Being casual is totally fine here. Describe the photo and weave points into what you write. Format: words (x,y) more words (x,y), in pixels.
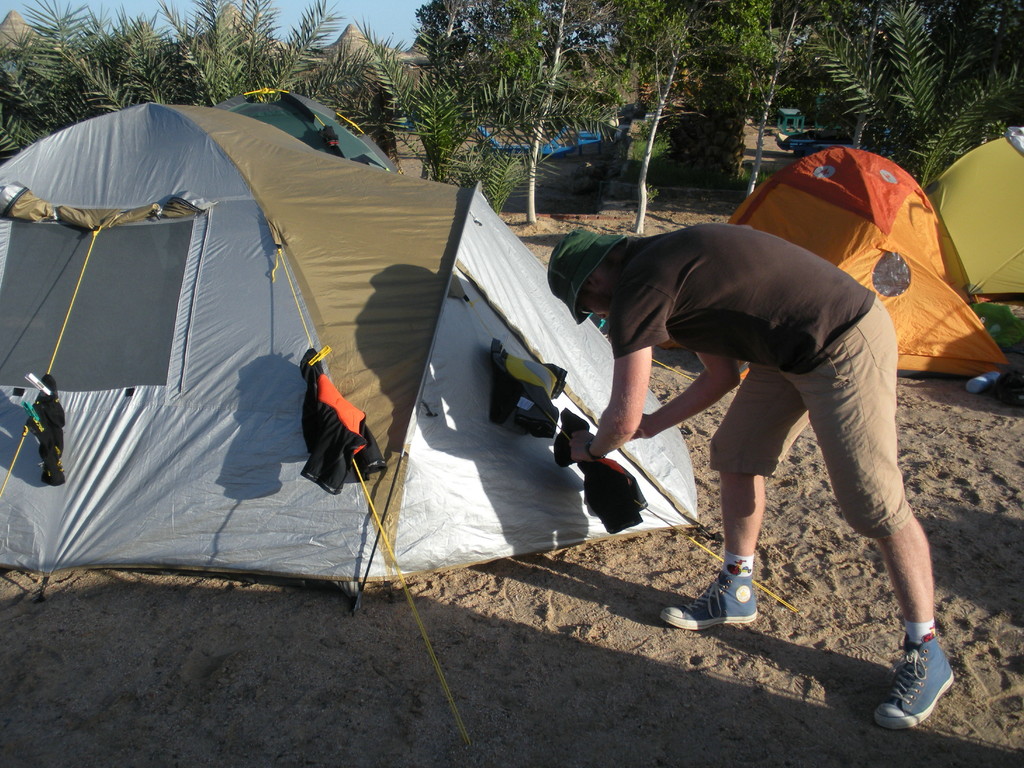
In this image there are a few camps (481,333), there are a few clothes (569,417) hanging on the ropes (379,522) and there is a person (735,374) placing a cloth (612,460) on the rope (645,505). In the background (388,33) there are trees (470,62) and the sky (391,26).
